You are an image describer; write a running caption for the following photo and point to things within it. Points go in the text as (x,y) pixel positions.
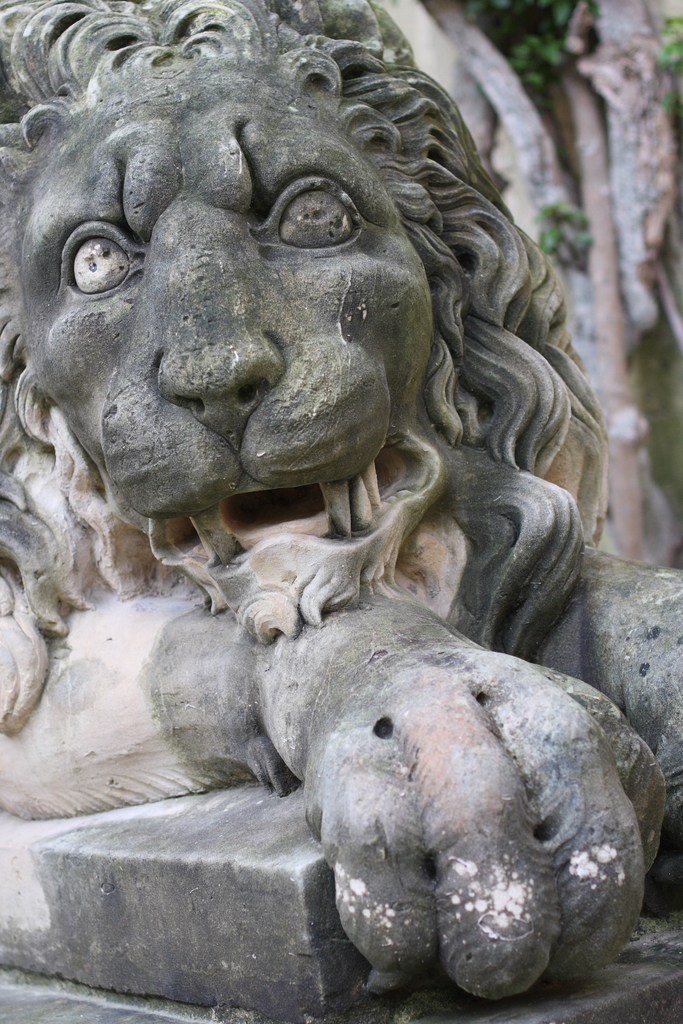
In this image, we can see a sculpture (298,659) of a lion (327,624). Right side (583,267) background, we can see a blur view. Here we can see few plants (541,4), pole (603,170).
